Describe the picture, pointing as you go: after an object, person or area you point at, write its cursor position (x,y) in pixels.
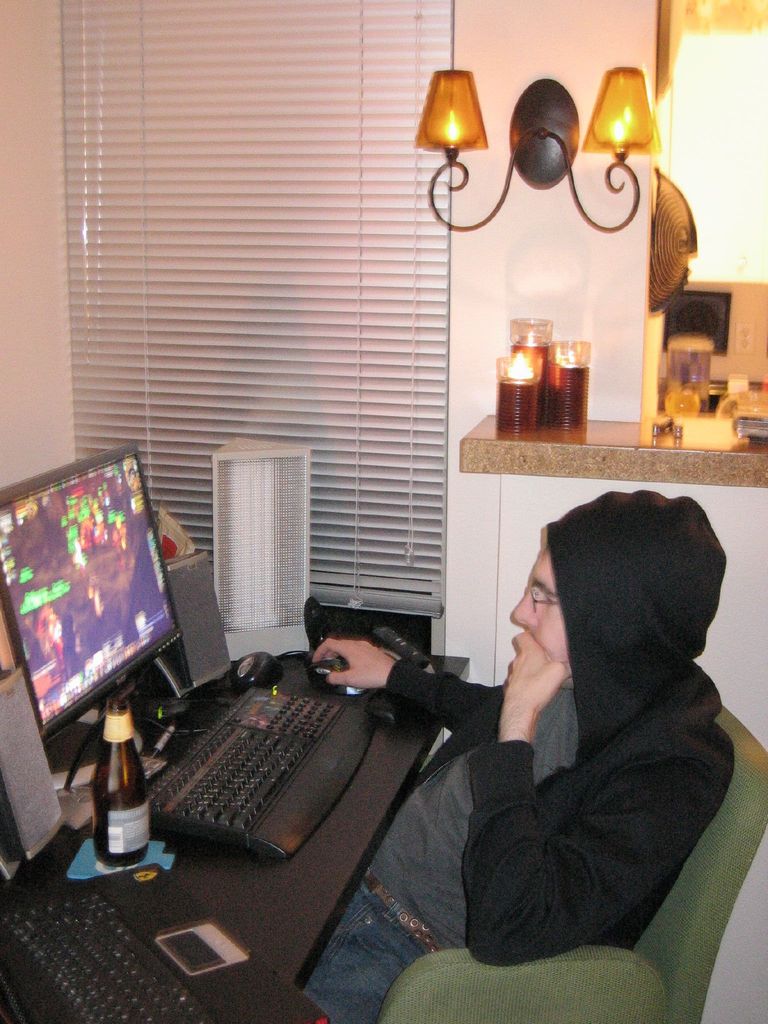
In this image i can see a person (538,837) wearing jacket (513,842) and jeans (392,924) sitting on the chair (455,957) in front of a desk (318,877), On the desk (178,836) i can see 2 keyboards (120,989), a bottle (148,848), a mouse (322,672), a speaker (190,651), a device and a monitor (102,576). In the background (317,258) i can see a window blind (203,454) the wall (491,288) few glasses (514,323) and 2 lamps (551,120).
